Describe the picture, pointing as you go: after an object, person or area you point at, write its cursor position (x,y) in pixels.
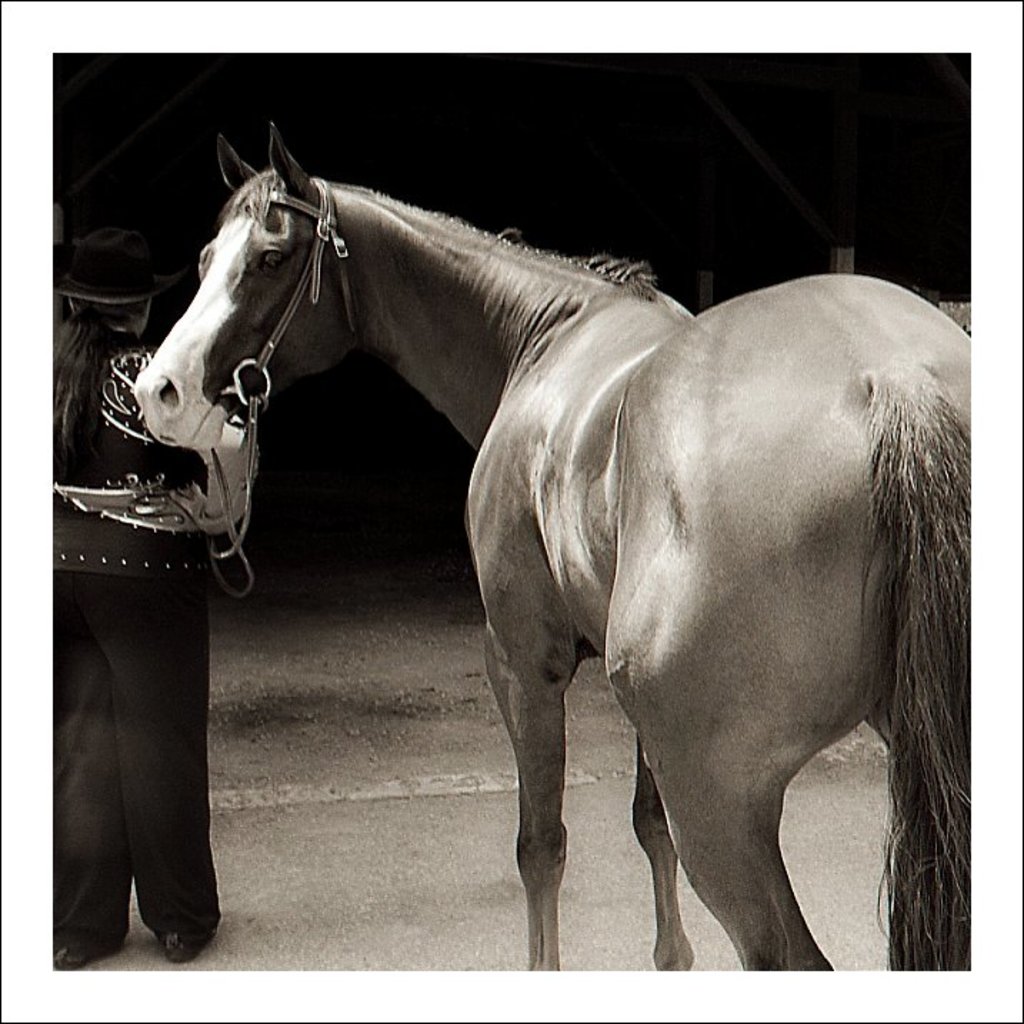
In this image I can see the horse (623,427) which is in brown and white color. To the left (93,619) I can see the person (113,544) standing and wearing the black color dress (129,504) and hat (129,244). And there is a black background (561,91).
